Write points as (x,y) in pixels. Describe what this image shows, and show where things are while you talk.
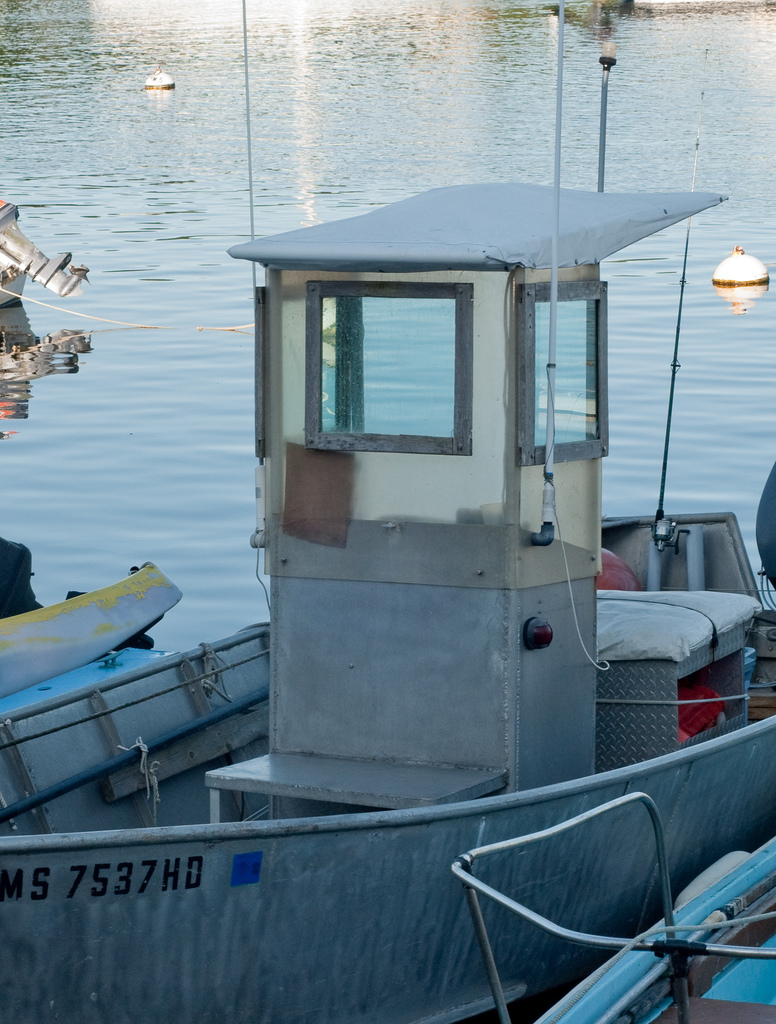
In this image I can see there is a boat (354,718) moored on the water (90,473).
